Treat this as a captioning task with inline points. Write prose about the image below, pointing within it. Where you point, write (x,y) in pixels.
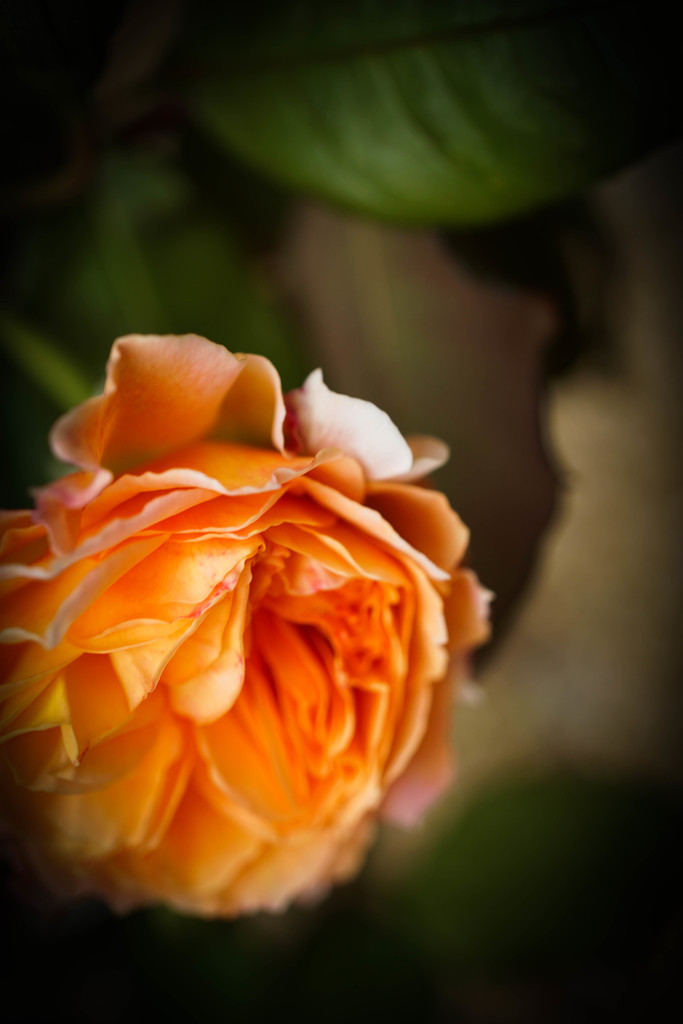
In this image there is a flower (227,658).
